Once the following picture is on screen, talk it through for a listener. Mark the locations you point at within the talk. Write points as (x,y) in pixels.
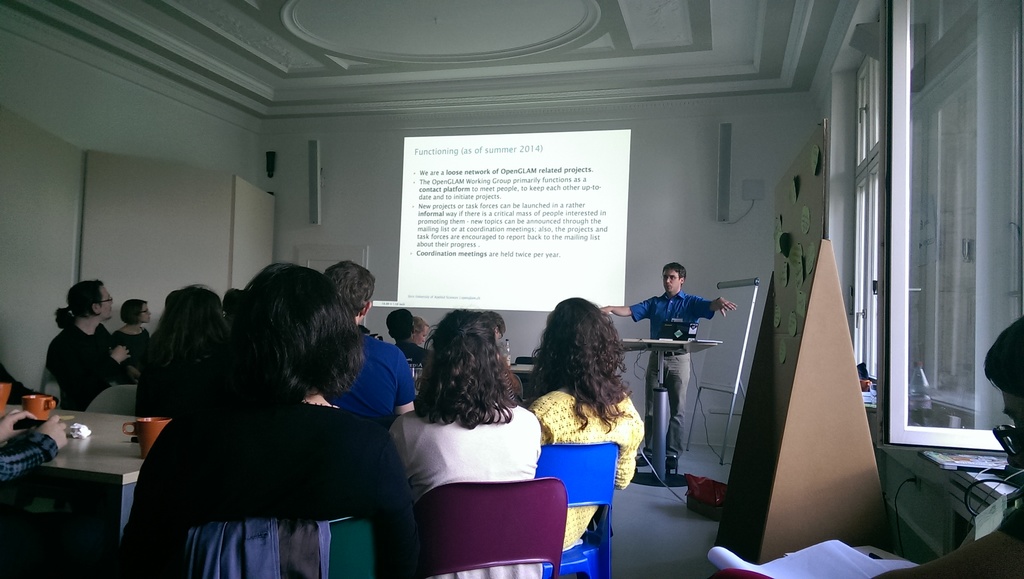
In this image we can see people (365,387) are sitting on chairs (515,523). Left bottom of the image (122,449) table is there. On tables (111,425) cups (142,445) and tissue paper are there. Background of the image (669,298) one person (681,363) is standing. He is wearing blue color shirt (692,313) and pant (685,369). In front of him podium (657,343) is there. Behind him screen (519,217) is present. Right bottom of the image (972,544) one person (972,544) is sitting and we can see white color papers (812,561). Right side of the image (915,172) windows (899,187) and brown color stand (804,423) is there. The roof (437,68) and walls (327,135) are in white color.
